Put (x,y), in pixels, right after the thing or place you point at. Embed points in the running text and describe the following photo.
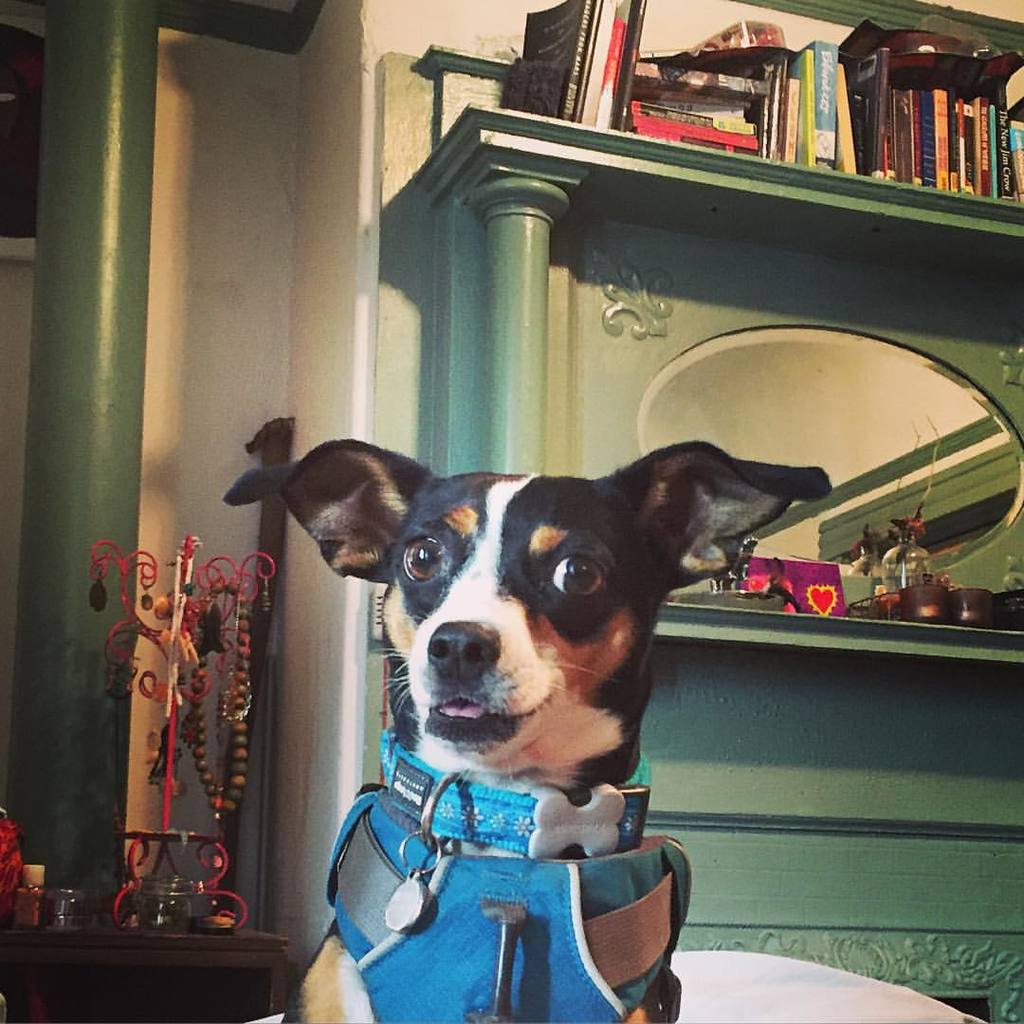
In this image there is a dog (315,977), behind the dog (456,524) there are a few objects (168,746) on the table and on the wooden shelf (641,307) and there is a pillar (491,451).
